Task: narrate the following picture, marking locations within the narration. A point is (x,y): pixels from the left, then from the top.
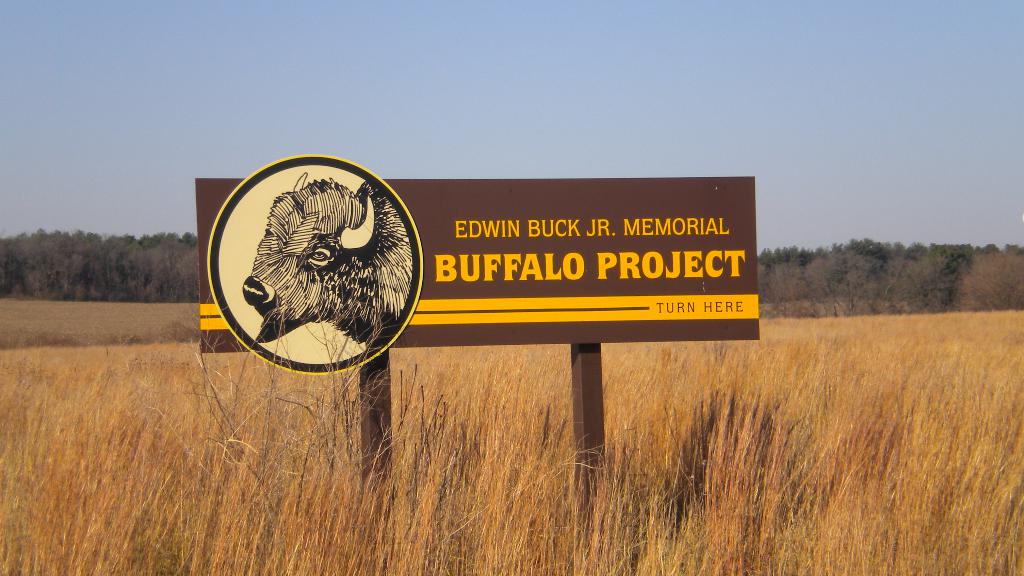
This image is taken outdoors. At the top of the image (141,79) there is the sky (766,102). In the background (872,282) there are many trees (802,278) and plants (971,302) on the ground (48,350). At the bottom of the image (192,477) there is dry grass (626,418). In the middle of the image (435,305) there is a board (490,263) with an image (351,264) of a buffalo (335,277) and there is a text (549,275) on it.
